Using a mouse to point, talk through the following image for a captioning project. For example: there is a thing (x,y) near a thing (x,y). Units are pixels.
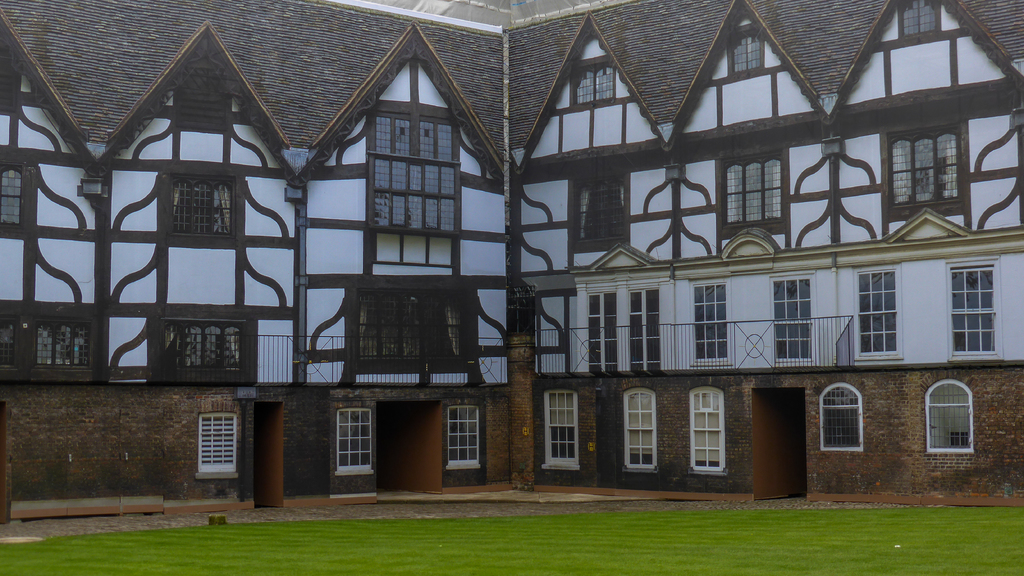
In this image I can see the building (796,401) in brown and white color and I can also see few glass windows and the grass (382,537) is in green color.
